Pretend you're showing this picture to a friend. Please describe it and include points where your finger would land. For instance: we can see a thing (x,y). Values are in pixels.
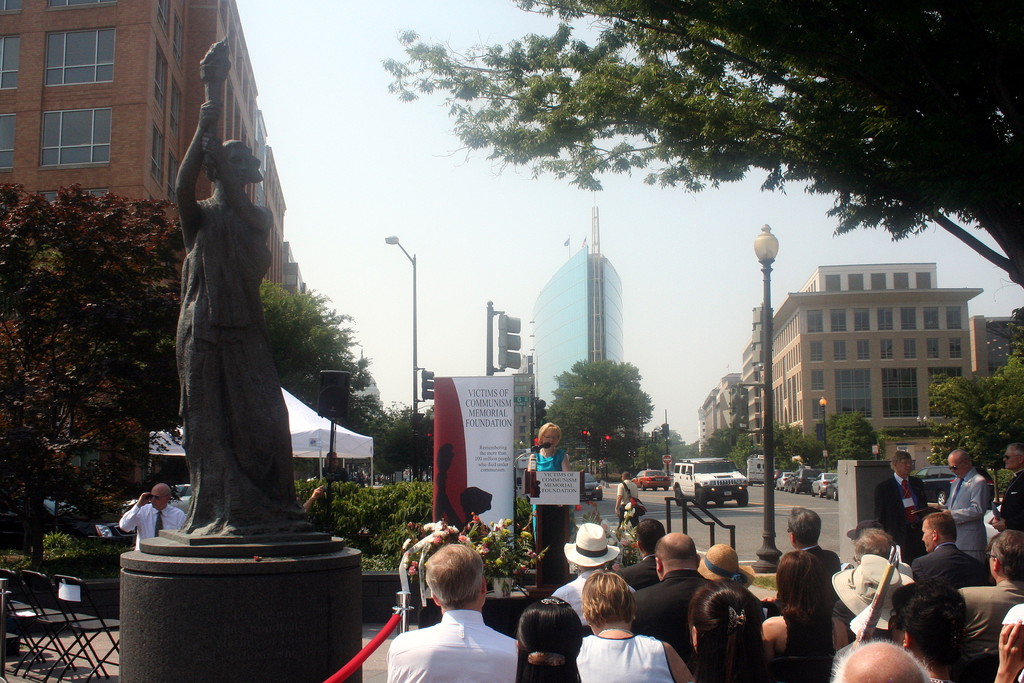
On the right side of the image (683,9) we can see tree (723,173), pole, building (817,394) and vehicles (694,492). On the left side of the image (184,677) we can see statue (248,421), chairs (87,613), person (139,511), tree (134,429), tent (295,414) and sound box (327,415). At the bottom of the image (1015,628) we can see group of people (525,638). In the background (375,253) we can see building (562,319), trees (575,380), vehicles (738,496) and sky (578,215).
